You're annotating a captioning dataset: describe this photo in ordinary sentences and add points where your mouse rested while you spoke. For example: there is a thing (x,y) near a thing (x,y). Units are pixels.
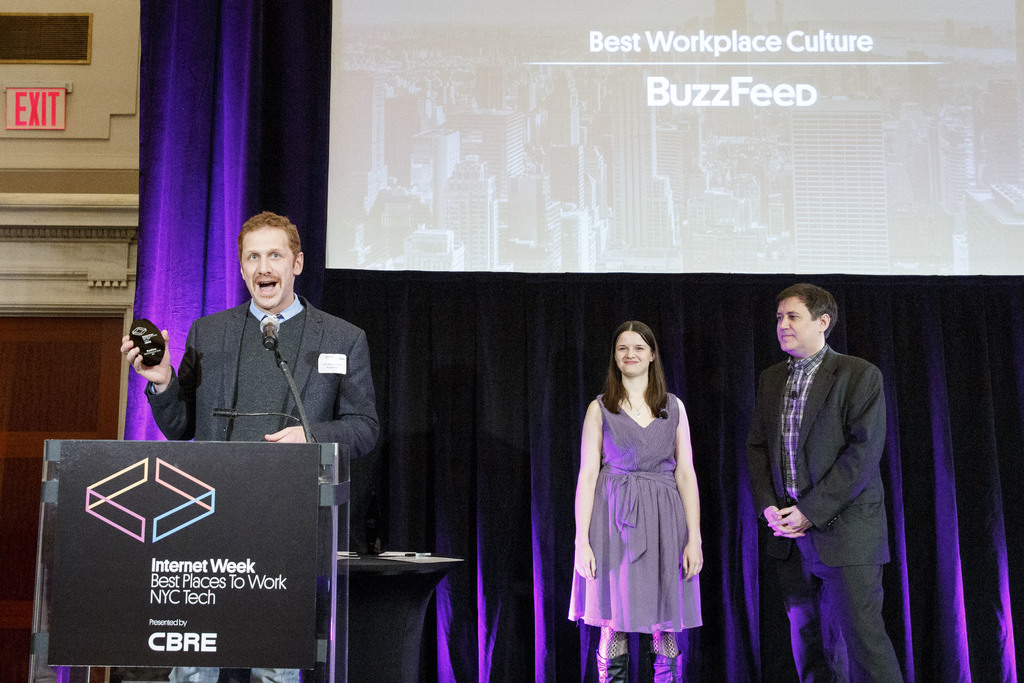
On the left side of the image (246,379) we can see a person (210,371) standing at the desk (327,464). On the desk (322,450) we can see mic (293,387). On the right side of the image (849,587) we can see persons (651,564) standing on dais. In the background (957,327) there is curtain (519,325), screen (584,190), door (68,345) and exit board (23,126).
